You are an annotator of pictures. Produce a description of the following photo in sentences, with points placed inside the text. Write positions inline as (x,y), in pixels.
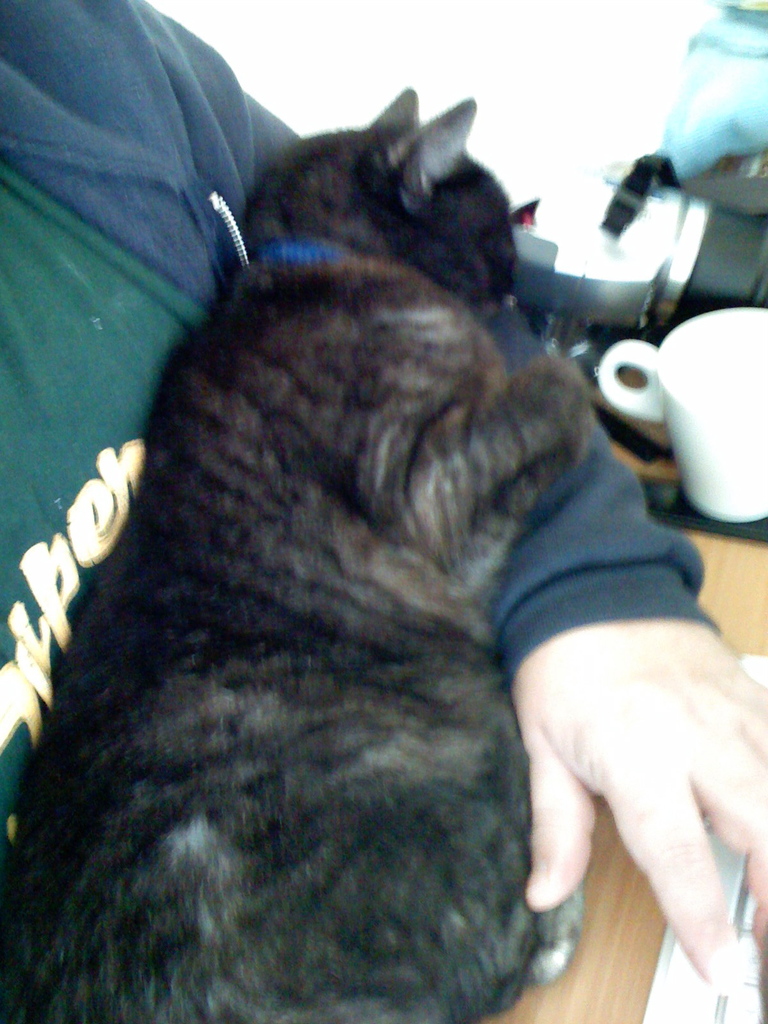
In this picture I can see there is a cat (261,645) lying on the man's hand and the person (81,261) is wearing a green shirt (109,354) and a blue color jacket (145,99). On to right (734,587) there is a table (764,547) and there is a laptop (710,1014), a cup (743,503).
